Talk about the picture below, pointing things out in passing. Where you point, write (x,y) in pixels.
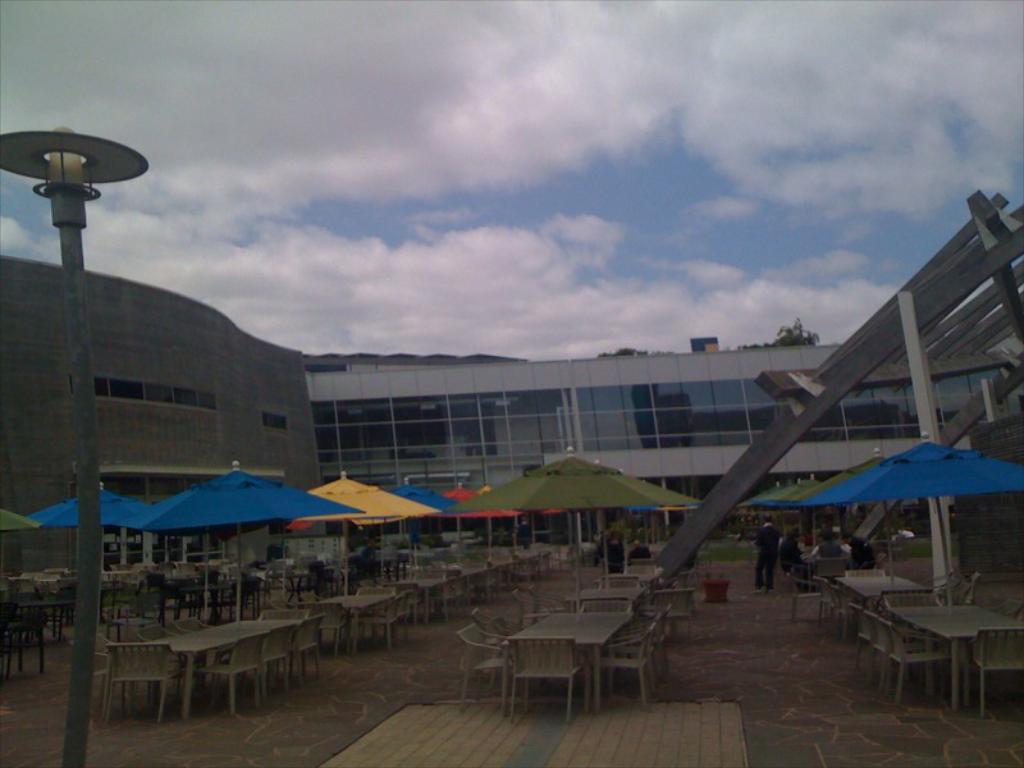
This is a picture of a resort (12,465). In the foreground of the picture (598,622) there are chairs (516,651), tables (600,595), umbrellas (609,479) and a lamp (92,431). In the center of the picture (456,392) there are trees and building (369,389). Sky (615,255) is cloudy.
